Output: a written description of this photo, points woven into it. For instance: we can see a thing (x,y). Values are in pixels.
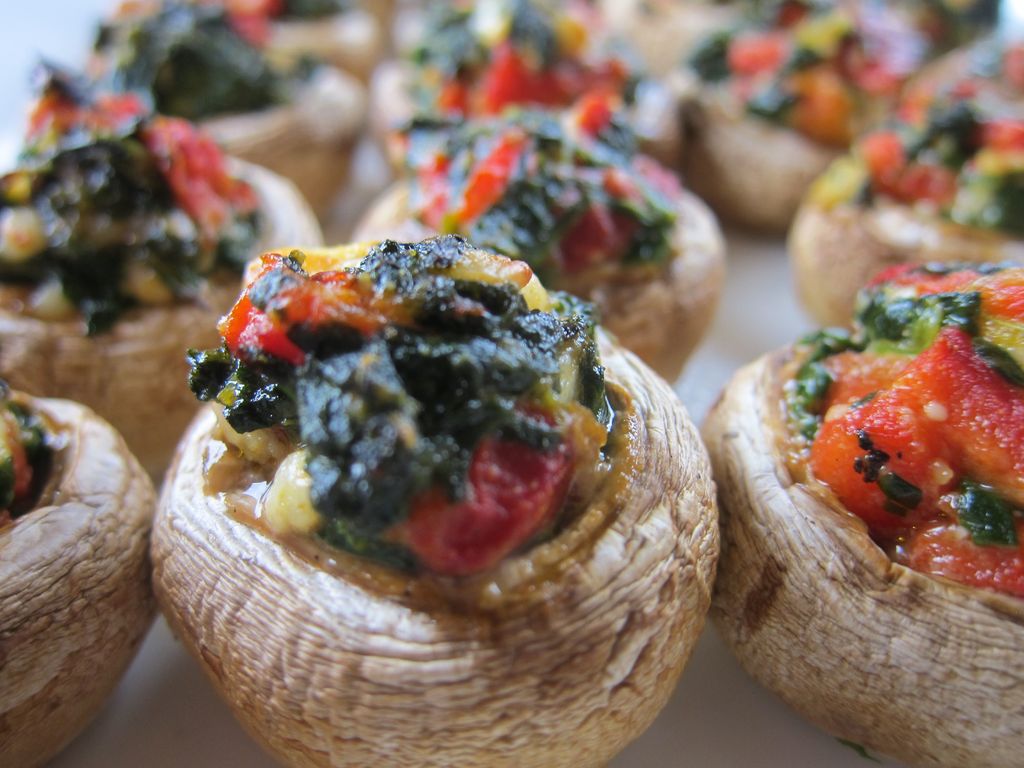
In this picture we can see food item (551,330).
